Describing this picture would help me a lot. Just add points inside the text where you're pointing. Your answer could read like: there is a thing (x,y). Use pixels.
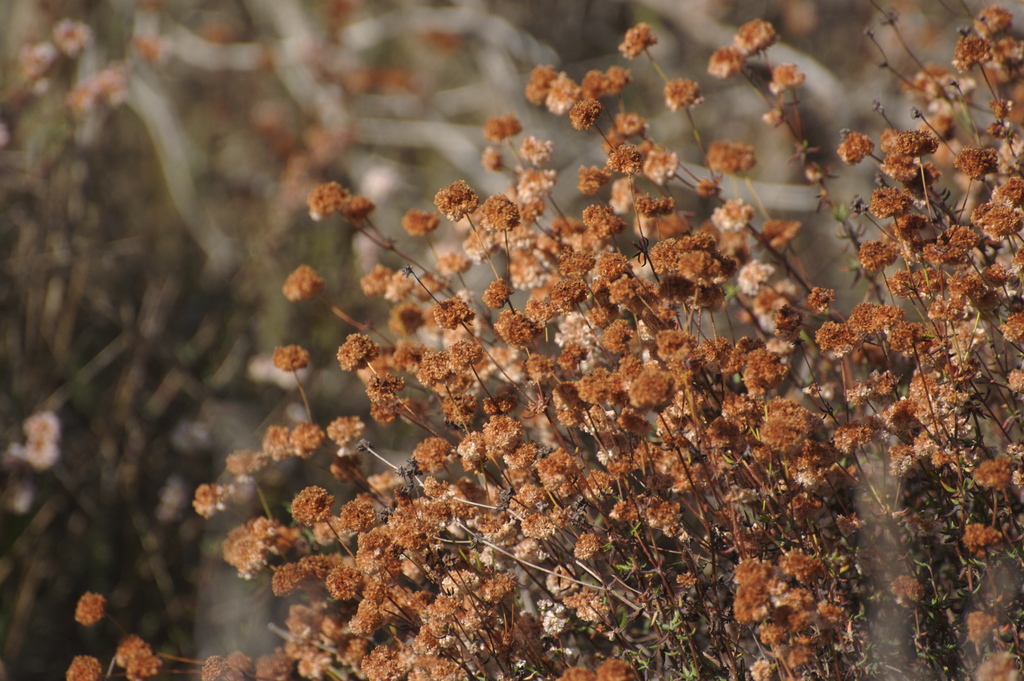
On the right side (1016,397), there are plants (480,582) having flowers (342,463). And the background (855,52) is blurred.
